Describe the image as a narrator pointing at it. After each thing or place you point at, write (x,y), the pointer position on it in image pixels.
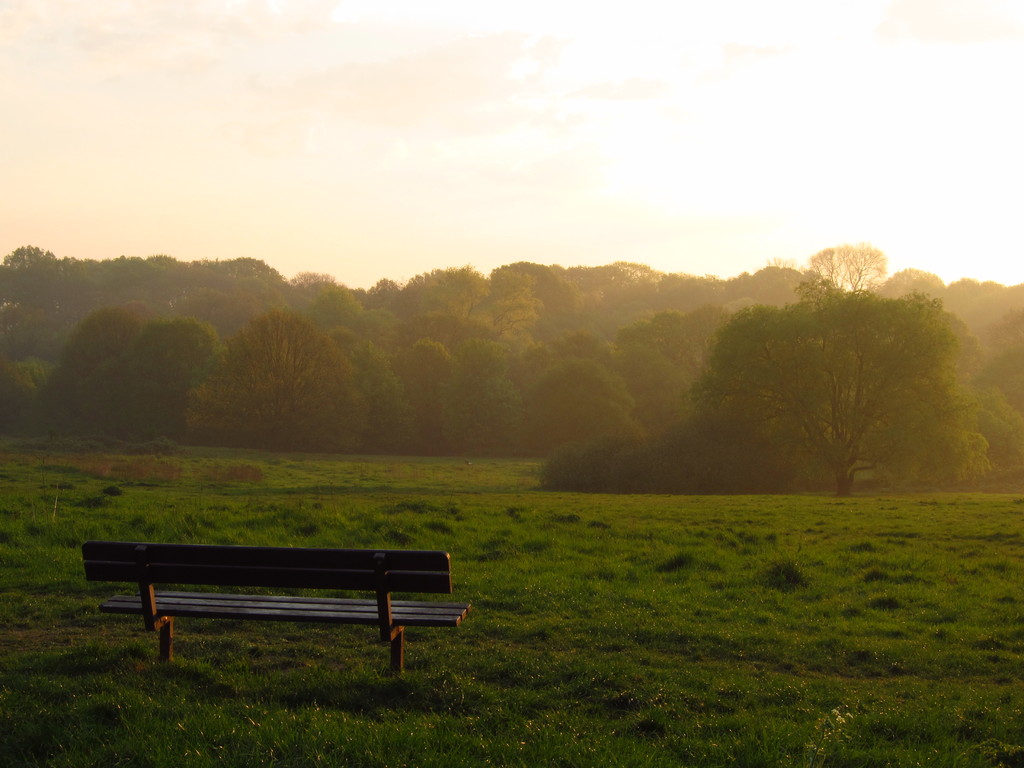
On the left side of the image (304,568) we can see a bench (290,572). At the bottom (384,698) there is grass (771,632). In the background (756,404) there are trees (873,424) and sky (377,197).
